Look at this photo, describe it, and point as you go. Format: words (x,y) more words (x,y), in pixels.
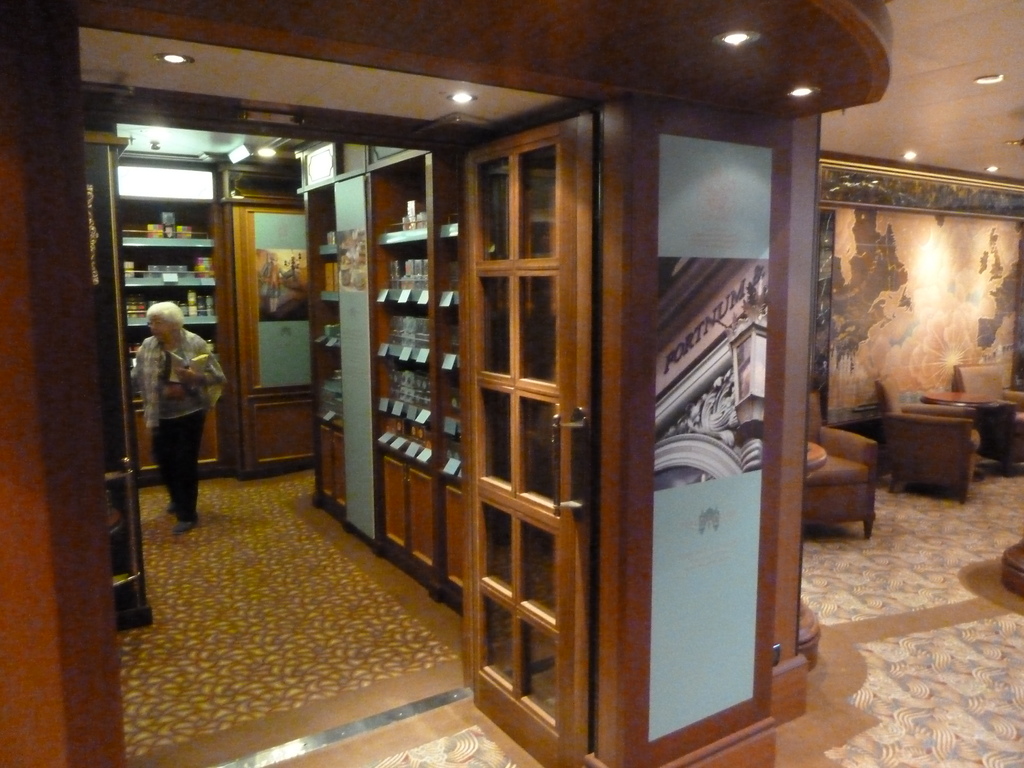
In this image we can see door (556,443), lights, photo frame (847,401), chairs (959,481), wooden drawers (377,212) and we can also see a person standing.
